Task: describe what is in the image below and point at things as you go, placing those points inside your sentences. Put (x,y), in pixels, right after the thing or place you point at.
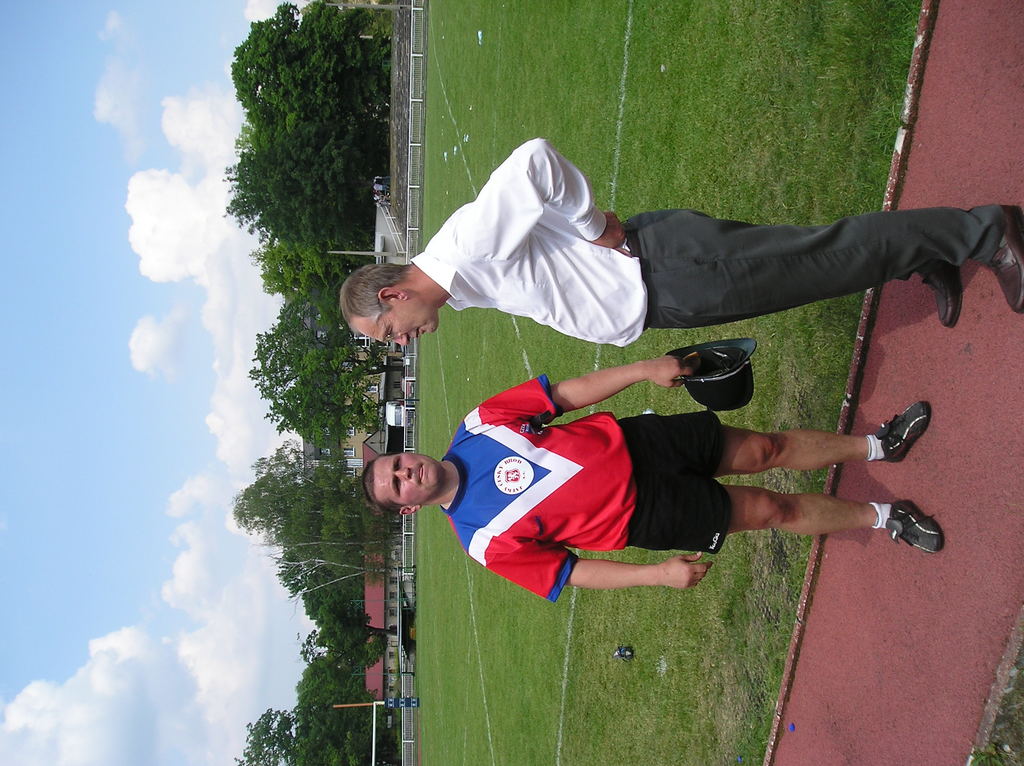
There are people (491,476) standing in the foreground area of the image (422,336), there are trees (378,361), grassland (506,373), houses (378,448) and the sky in the background (443,393).
